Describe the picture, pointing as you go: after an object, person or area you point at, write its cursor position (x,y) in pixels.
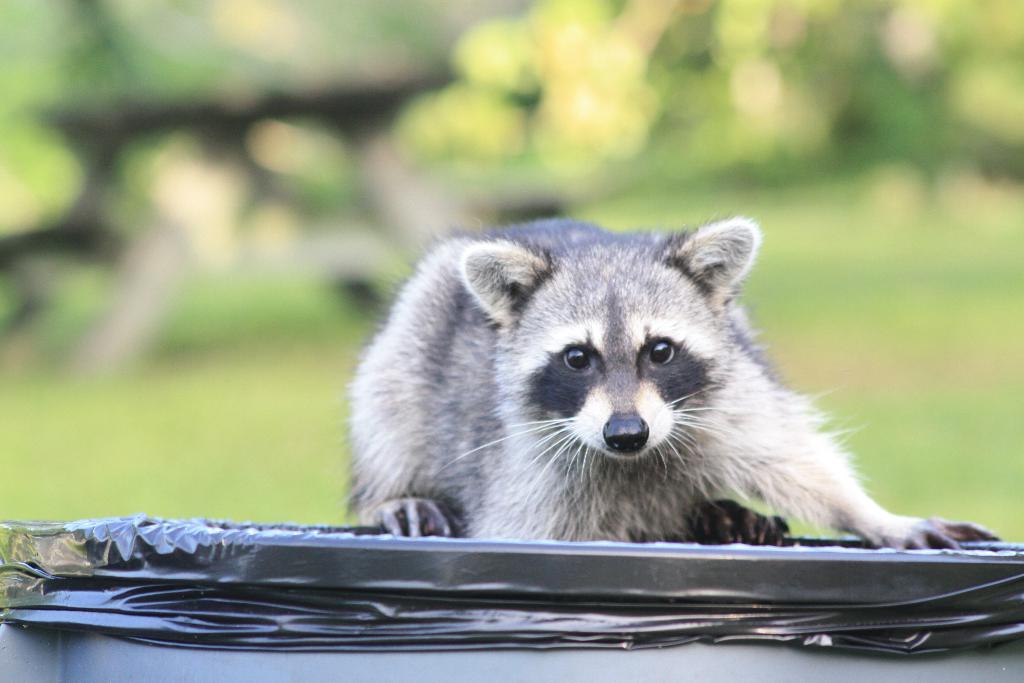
In the image in the center, we can see one raccoon (605,434), which is in black and white color on the black color object (216,531). In the background (30,197) we can see trees (53,173).
